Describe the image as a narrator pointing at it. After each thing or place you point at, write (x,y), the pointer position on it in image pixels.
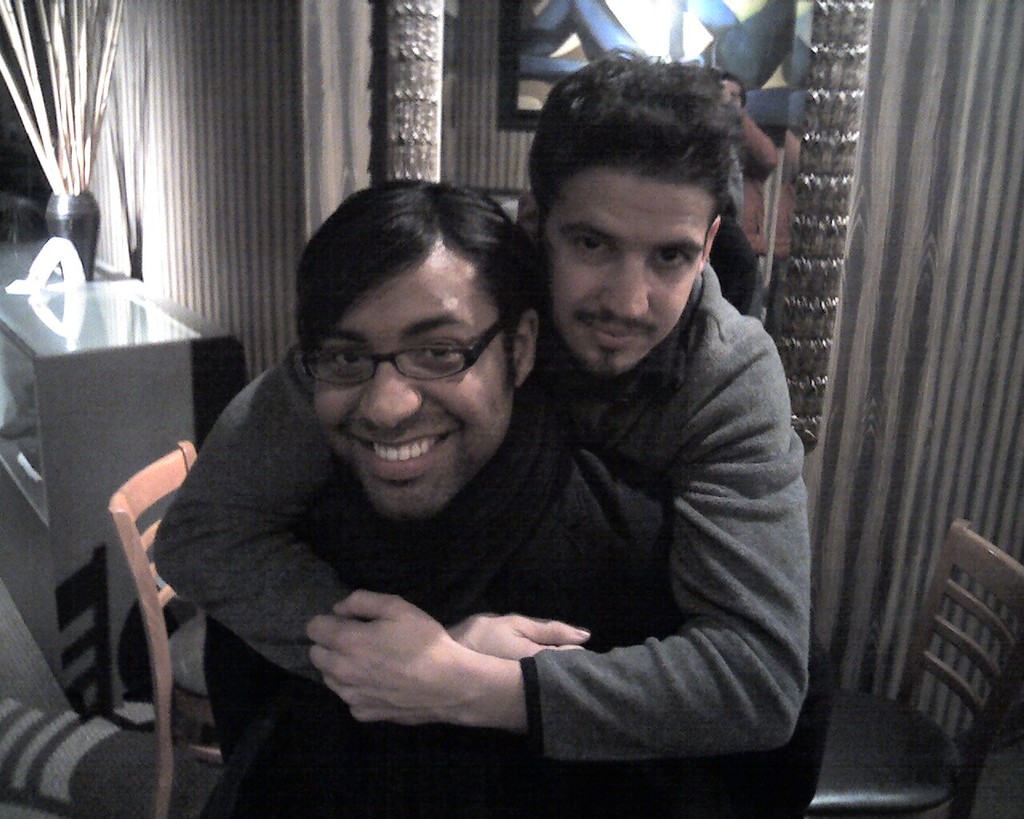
In the center of the image (643,492) there are two people (455,534) where the man (421,544) in the front (406,451) is smiling and the man (550,421) in the back (683,433) is holding him. In the background (109,293) there is a table (122,292) and a decor (66,202) placed on the table (106,280). We can also see some curtains (892,450) and chairs (901,748).
